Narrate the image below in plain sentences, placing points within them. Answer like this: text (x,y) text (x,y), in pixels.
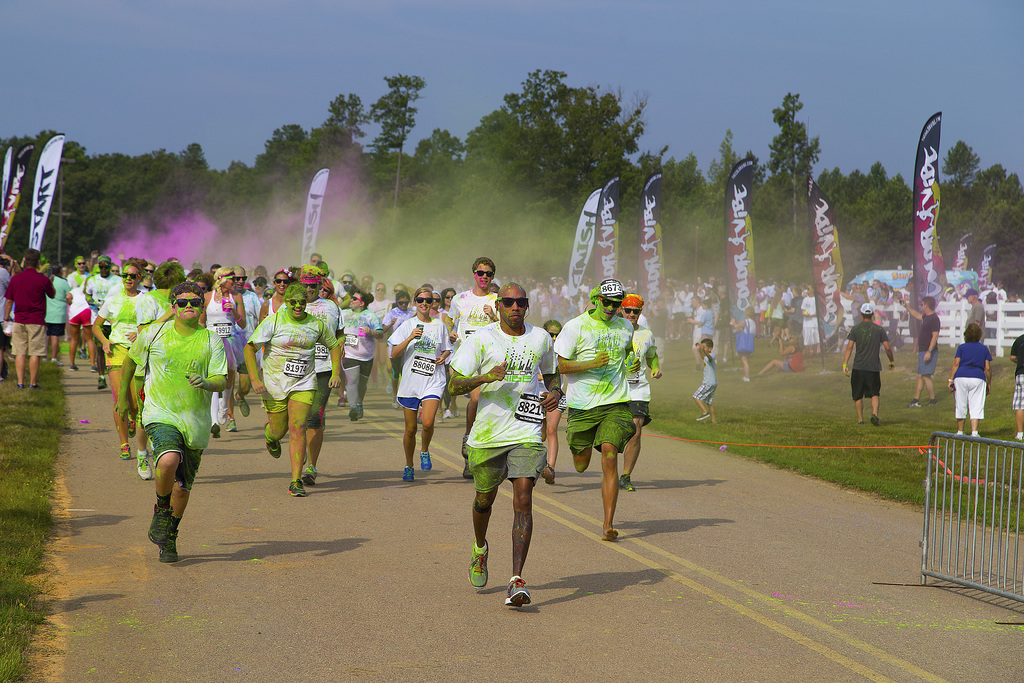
In this image there is the sky (317,67) truncated towards the top of the image (211,52), there are trees (465,189) truncated, there are flags (598,247), the flags (928,145) are truncated towards the left of the image (35,197), there is grass (17,425) truncated towards the left of the image (27,470), there is the grass (1003,421) truncated towards the right of the image (996,465), there is fencing (1005,450) truncated towards the right of the image (1002,502), there are persons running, there is road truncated towards the bottom of the image (610,583), there are persons (64,297) standing, there is a person (784,351) sitting on the grass (773,352).
